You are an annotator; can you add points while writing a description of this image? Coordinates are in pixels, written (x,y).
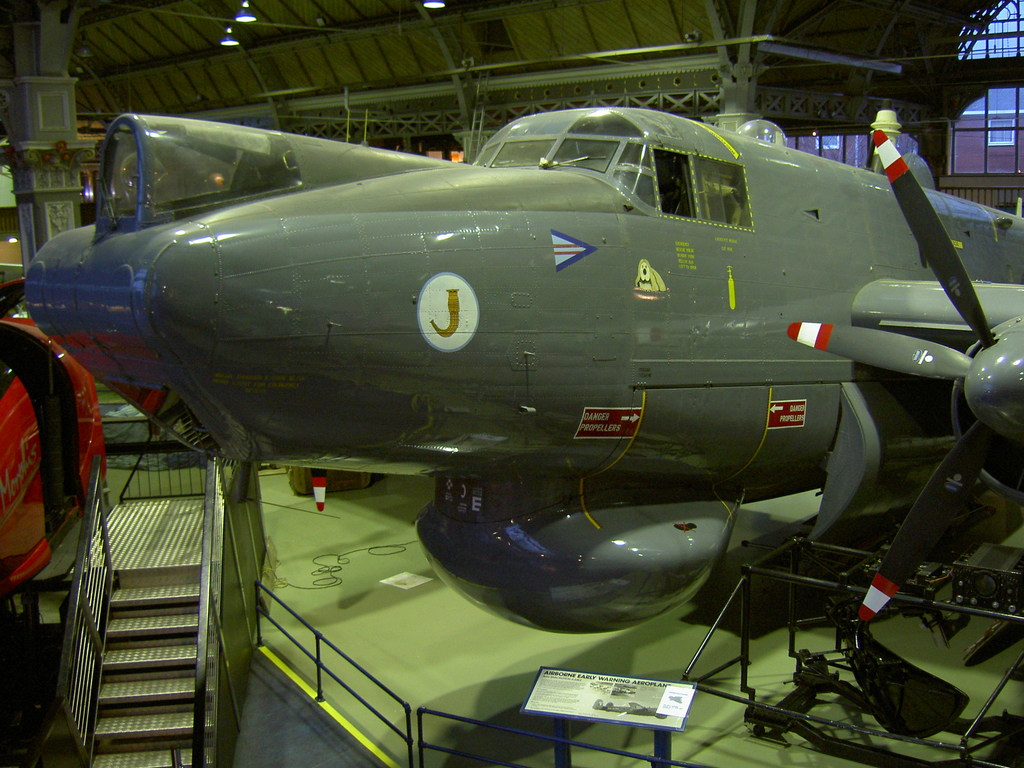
In this image we can see a aeroplane (201,236). There are staircase (98,503). There is a board (584,686) with some text (571,685). At the top of the image (254,82) there is ceiling (276,85) with rods (748,38). There is a pillar (23,125).
